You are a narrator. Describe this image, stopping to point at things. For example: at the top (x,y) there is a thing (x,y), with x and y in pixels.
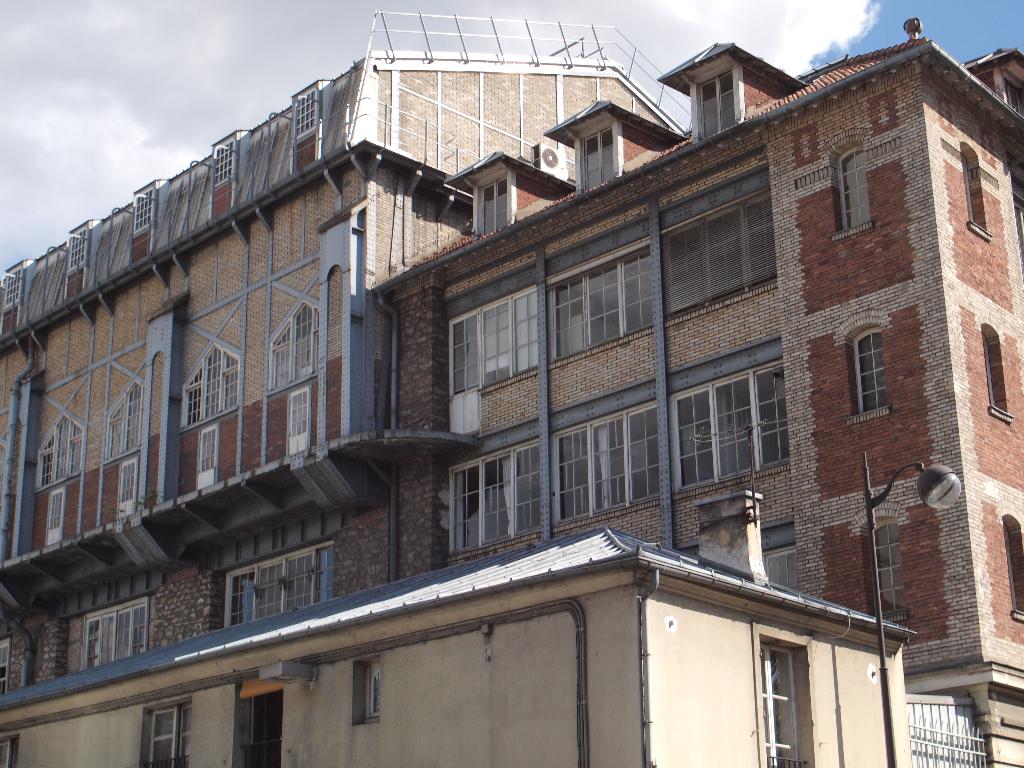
In this image I can see a building (473,375), number of windows (766,702), a pole (869,547), a light (931,491) and in background (265,56) I can see clouds (271,79) and the sky (959,38).
